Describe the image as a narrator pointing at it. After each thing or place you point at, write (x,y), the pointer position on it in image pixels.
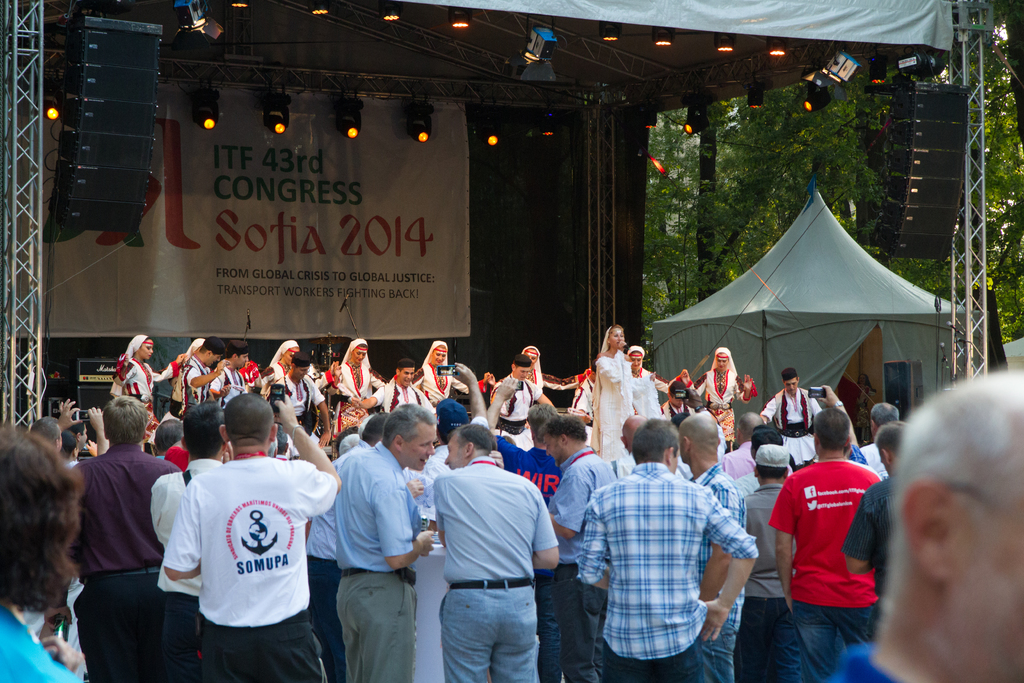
Here we can see people (392,505). Background (754,293) there is a tent (736,288), focusing lights (703,105), speakers (132,178), hoarding (349,235) and trees (825,148).
